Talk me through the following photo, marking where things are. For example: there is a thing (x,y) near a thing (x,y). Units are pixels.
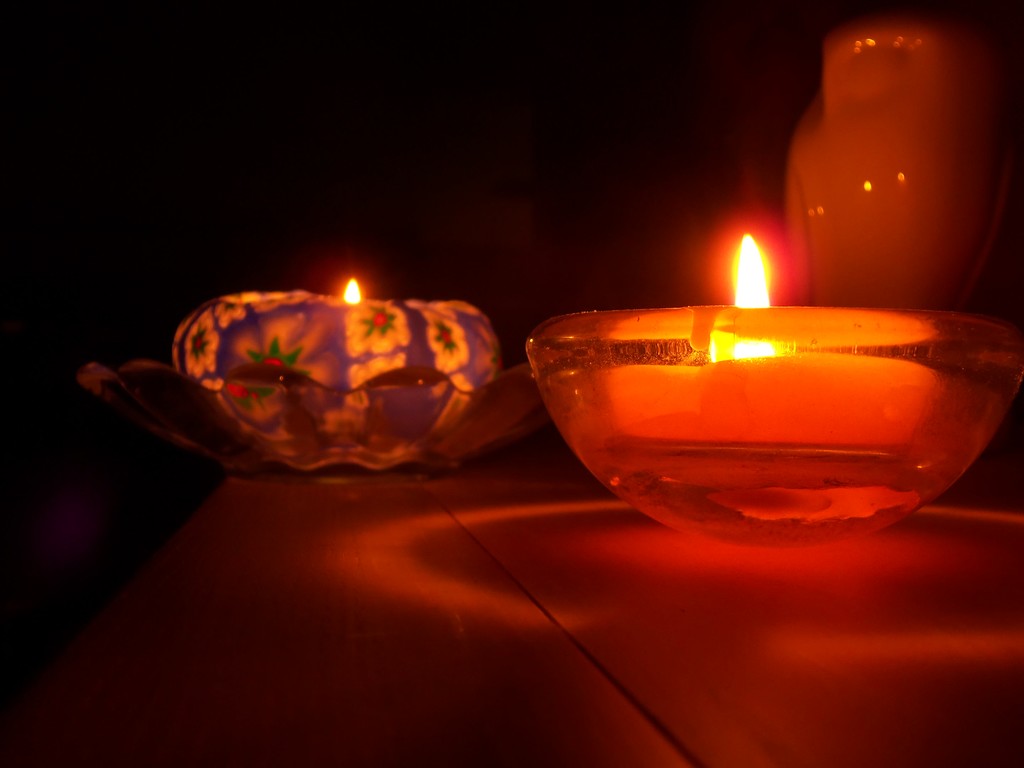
There are candles (769,473) present on the surface (374,531) as we can see in the middle of this image (669,374) and it is dark in the background (372,176).
